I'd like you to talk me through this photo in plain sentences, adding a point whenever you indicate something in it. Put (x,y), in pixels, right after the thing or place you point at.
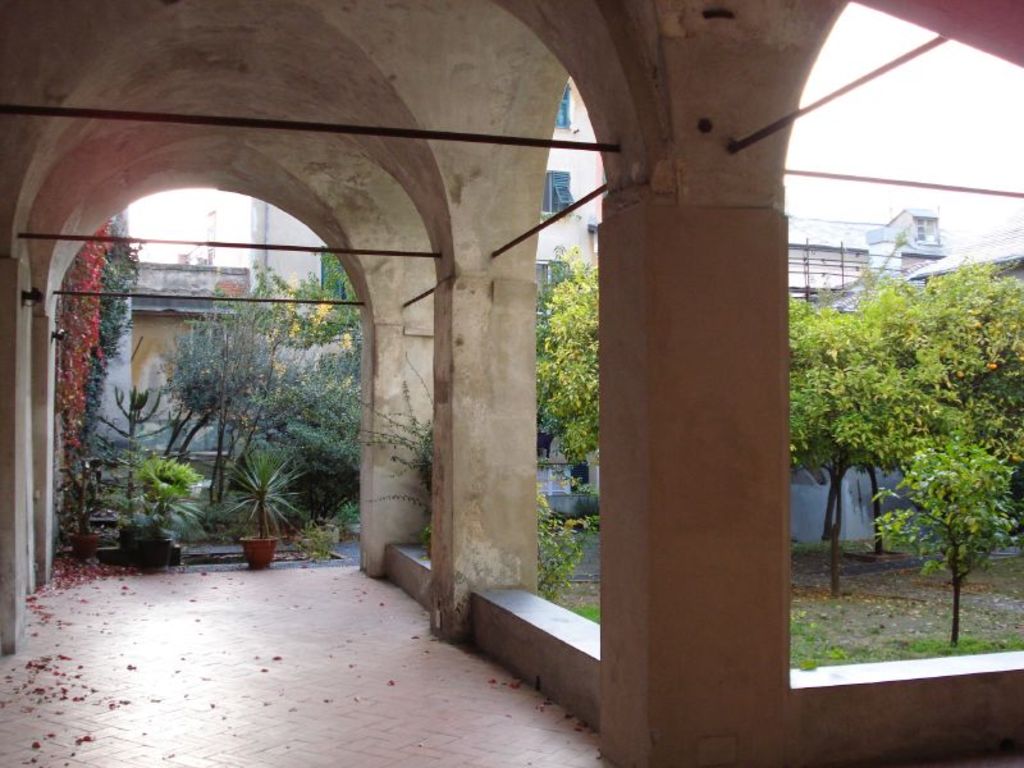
In this picture I see the path (306,637) in front (362,662) and I see pillars (513,382) and I see few rods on the pillars (749,171). In the middle of this picture (570,267) I see the plants (792,362) and the trees (948,353). In the background (195,308) I see the buildings (924,245).
